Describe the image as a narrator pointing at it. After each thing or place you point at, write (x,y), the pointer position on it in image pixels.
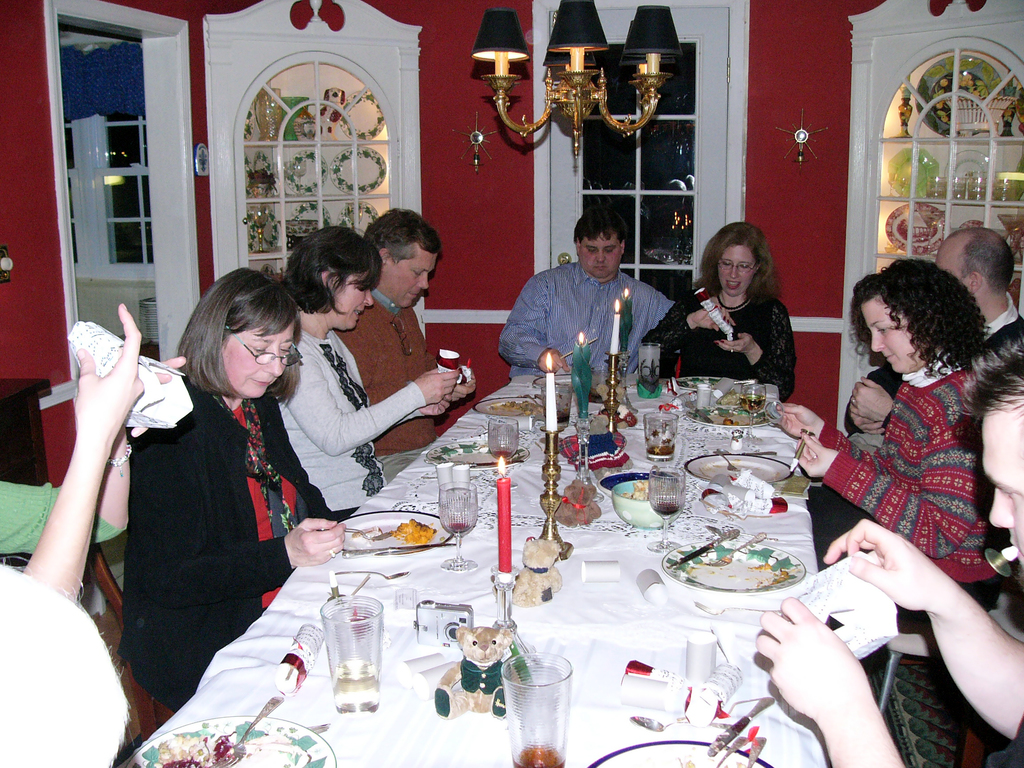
The image is inside the room (535,231). In the image there are group of people (953,396) sitting on chair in front of a table (658,520), on table (646,573) we can see a cloth (582,612), candle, glass (505,438), plate (485,462), fork (235,761), tissues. In background (554,197) there is a door (665,149) which is closed on top (516,49) we can see few lights (589,79).
